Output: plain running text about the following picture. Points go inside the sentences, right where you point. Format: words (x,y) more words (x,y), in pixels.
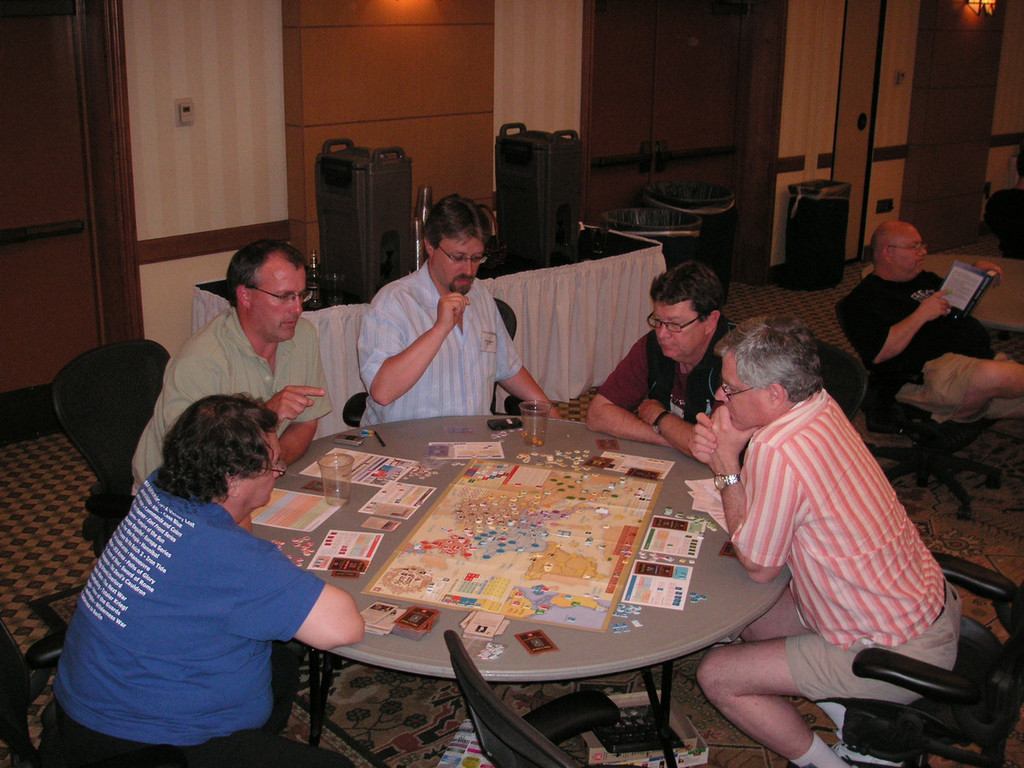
In this picture there is group of five person (416,358) who is sitting on a chair (999,674) On right side (887,327) there is a person (940,295) who is reading a book (953,285). this is a round table (637,617) on that there are plastic cups (534,430), papers (603,526) and some cards (417,628). On the background (818,223) there are three dustbins (701,224). Behind this person (456,285) there is a table (349,319), On that there are two black boxes (401,208) and two cans (421,231). On the left side (74,185) door (48,158).
